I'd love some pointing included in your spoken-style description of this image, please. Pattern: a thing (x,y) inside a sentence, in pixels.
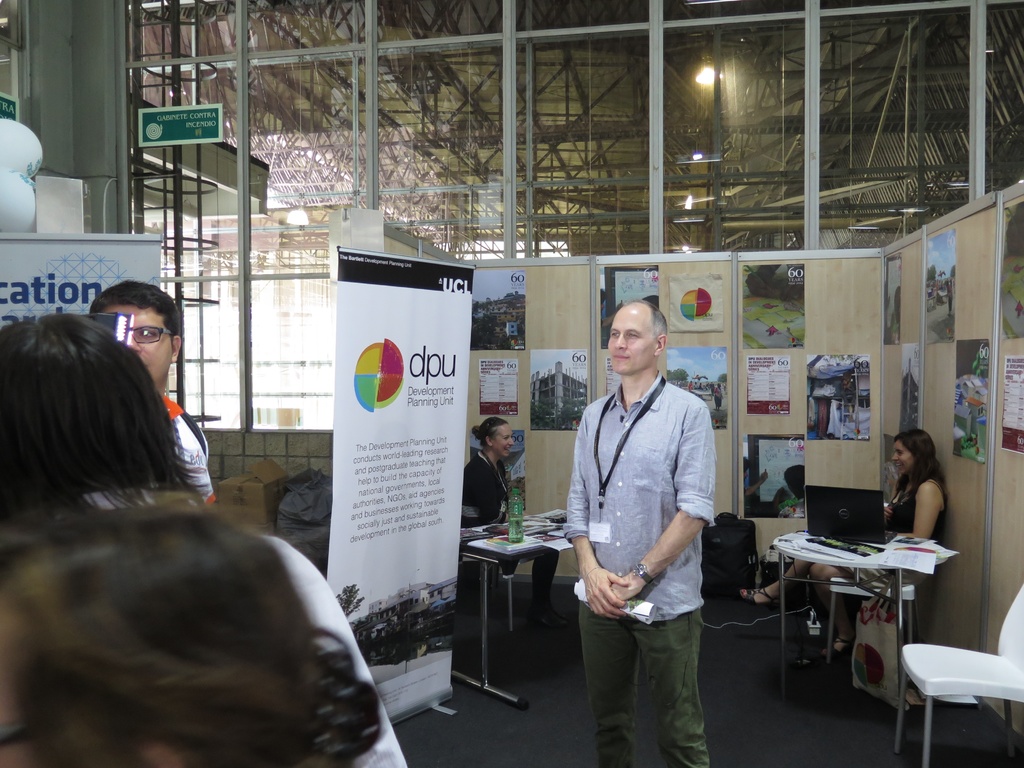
in this image in the room (447,194) there are many people (257,633) are there in the room (556,474) and the room (850,482) contains table (801,553), chairs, laptops (859,531) and posters (415,536) and the table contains papers (816,551) and books (533,545).
